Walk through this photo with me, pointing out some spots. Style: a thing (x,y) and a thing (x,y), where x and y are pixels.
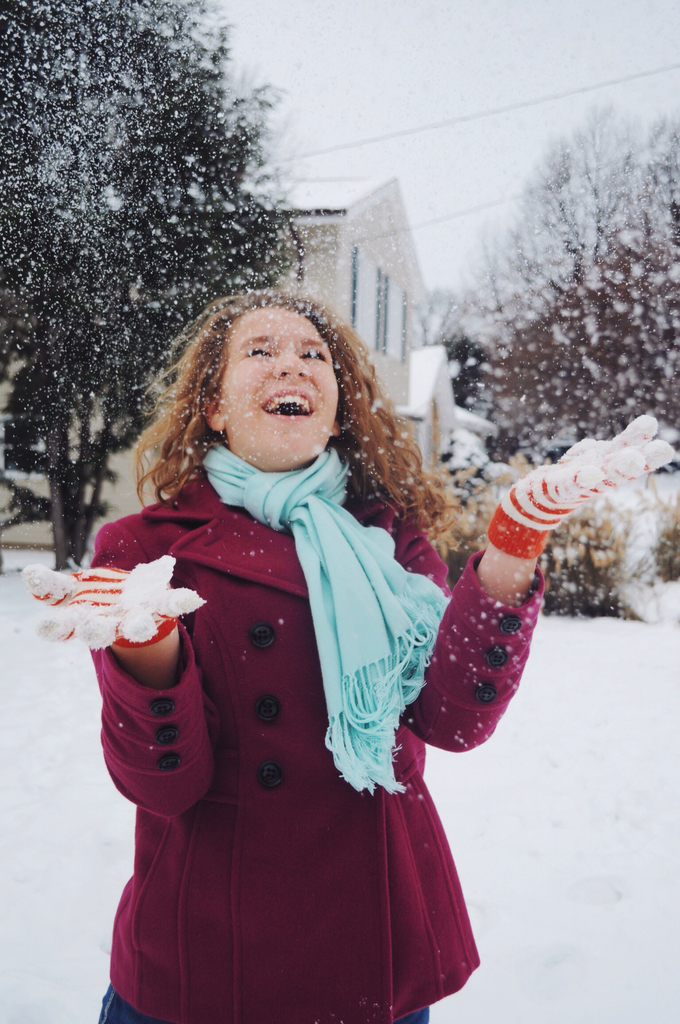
In the foreground of the picture (376,463) I can see a woman (204,717) and there is a smile (291,413) on her face (257,370). I can see the gloves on her hands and there is a scarf (292,520) on her neck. In the background (7,240), I can see the house (296,251), trees (273,251) and snow (471,419). These are looking like electric wires (519,105) on the top right side of the picture (607,84).
